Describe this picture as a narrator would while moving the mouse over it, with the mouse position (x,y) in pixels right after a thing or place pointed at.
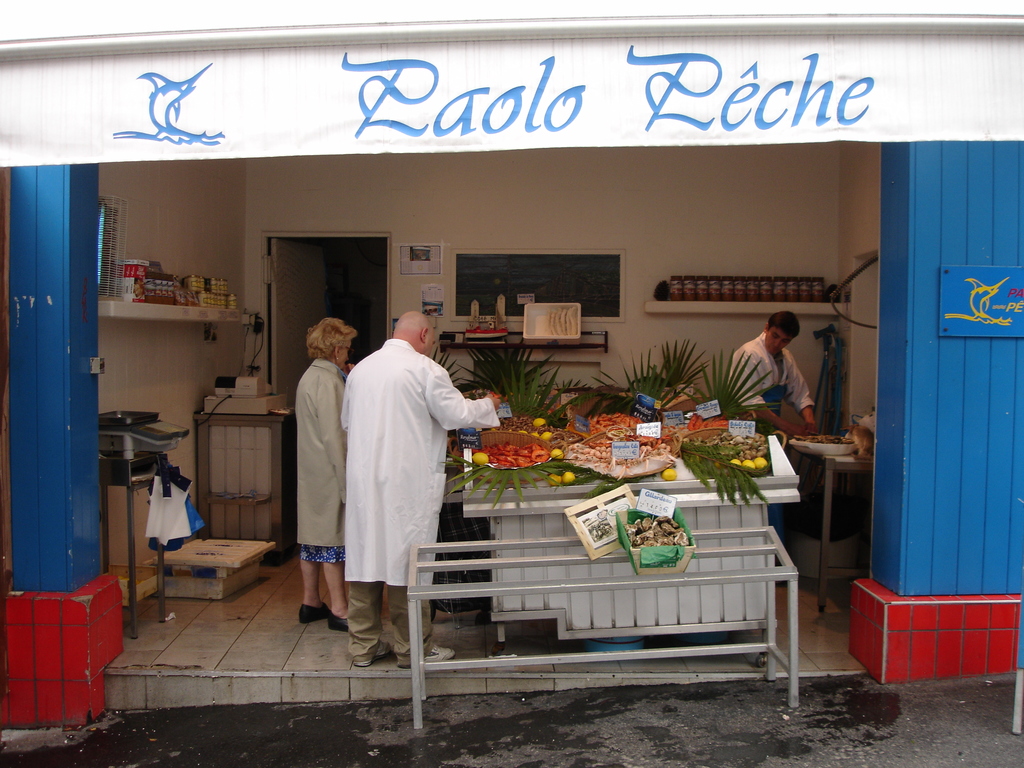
In this image I can see few people (337,320) are standing, here on this table (785,463) I can see seafood (750,446).
